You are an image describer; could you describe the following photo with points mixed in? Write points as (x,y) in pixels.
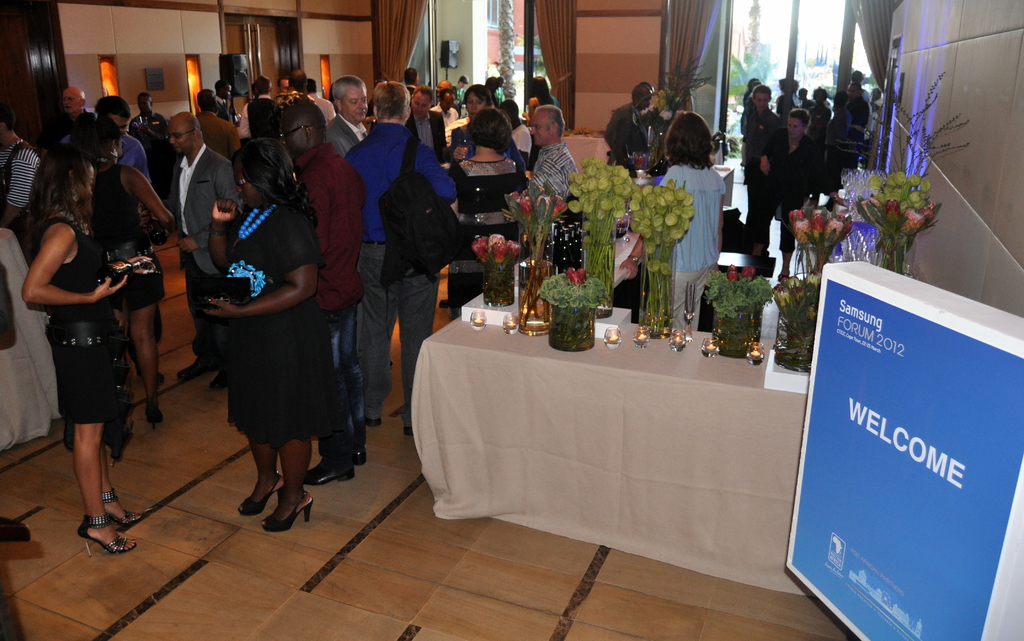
Here we can see people (192,173) and blue board (919,410). Something written on this blue board (865,383). On this table (591,372) there are vases (533,258) and things (836,235). Far we can see speakers (448,59), curtains (694,31) and glass windows (832,50). These people (289,192) are holding objects (244,291). Through these glass windows (805,58) we can see trees (753,56).
